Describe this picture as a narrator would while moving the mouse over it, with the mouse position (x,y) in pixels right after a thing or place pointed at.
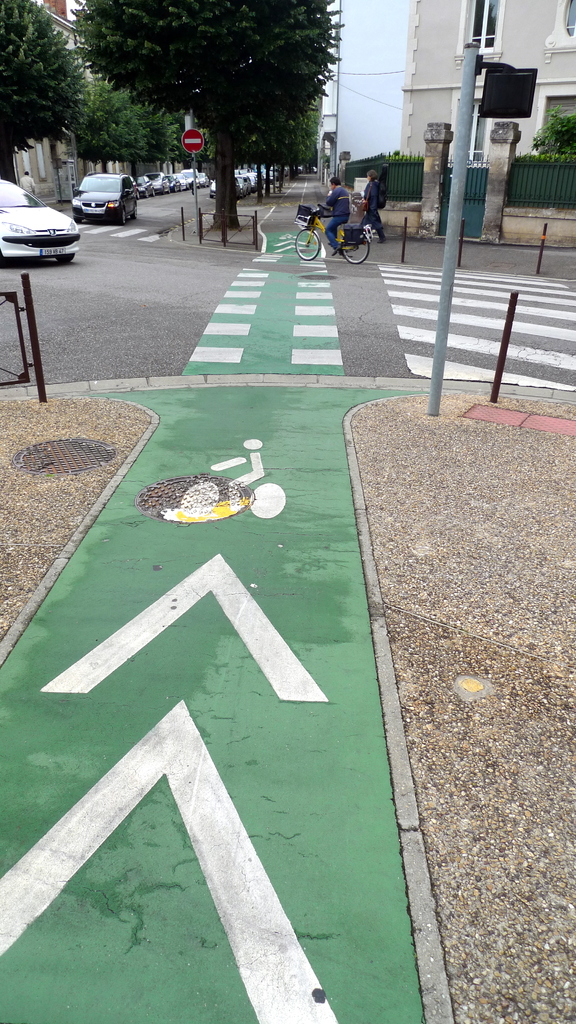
In this image we can see the sidewalk (344,379) with a person symbol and there are two poles (436,367) with sign boards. We can see the vehicles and pedestrian lines (399,313) on the road (529,305) and there are some people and in the background (260,185), we can see some buildings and trees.
